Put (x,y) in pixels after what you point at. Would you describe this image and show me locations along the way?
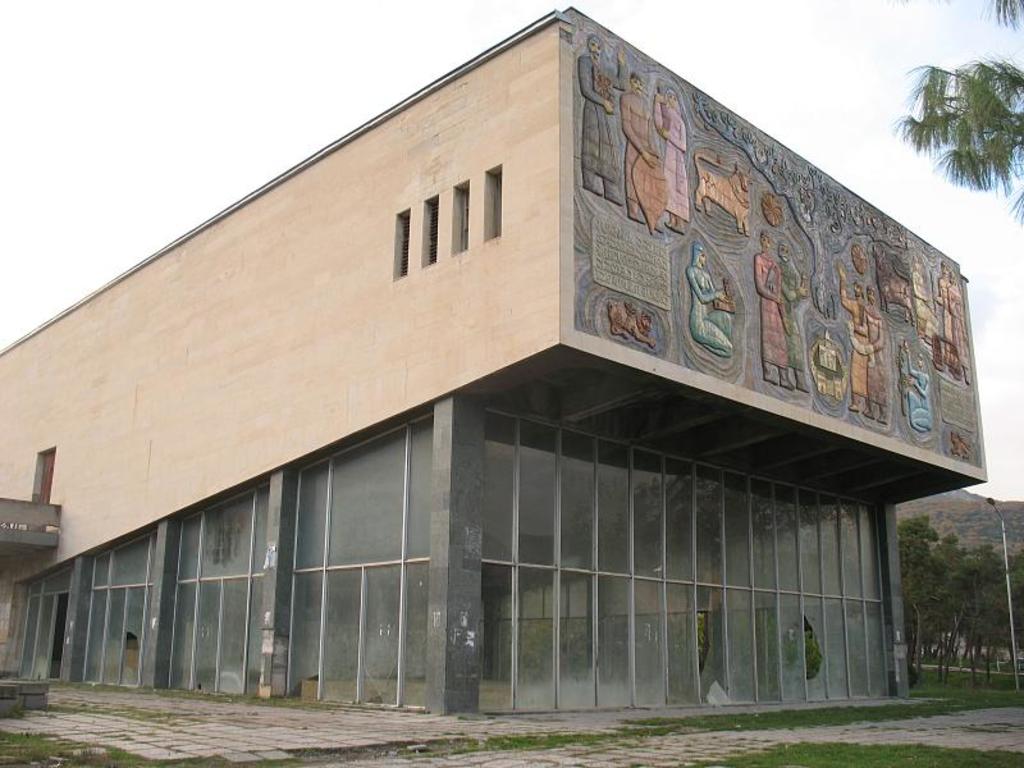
In this image I can see a building (479,475). In the background (941,602), I can see a pole (1005,556) and the trees (946,557). At the top (834,76) I can see the sky (817,56).
